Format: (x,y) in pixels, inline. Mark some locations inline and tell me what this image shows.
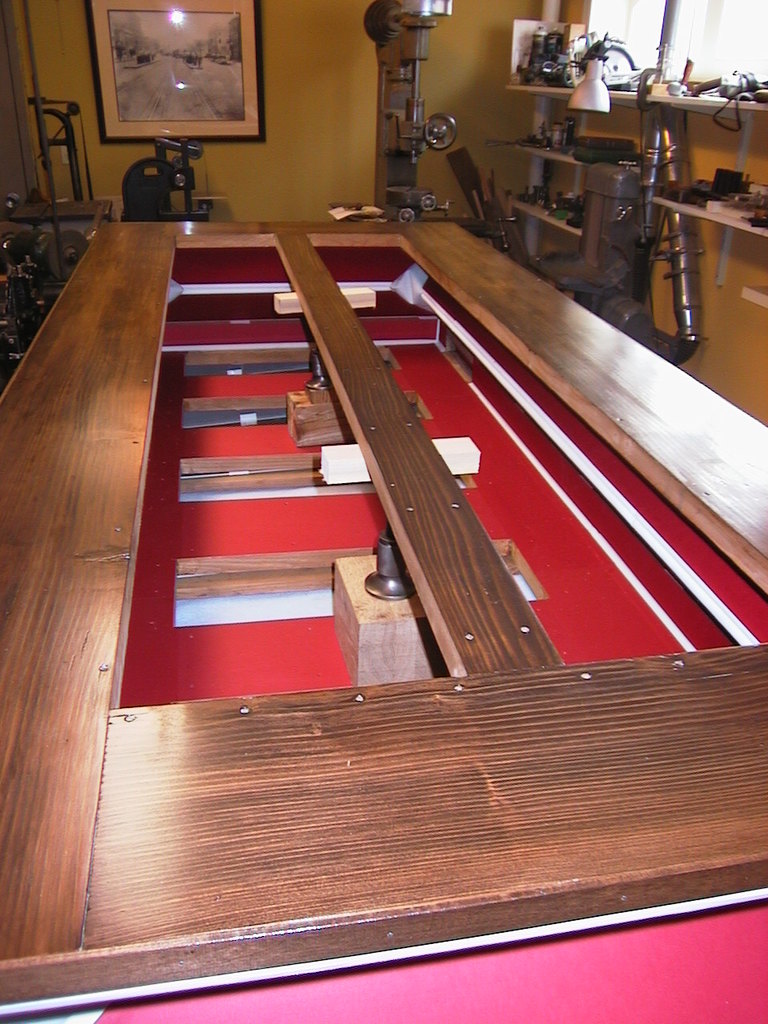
In this image I can see a table (132,757), machines (7,244), wall painting (132,15) on a wall (326,94) and a shelf (526,211). This image is taken may be in a hall (732,357).
